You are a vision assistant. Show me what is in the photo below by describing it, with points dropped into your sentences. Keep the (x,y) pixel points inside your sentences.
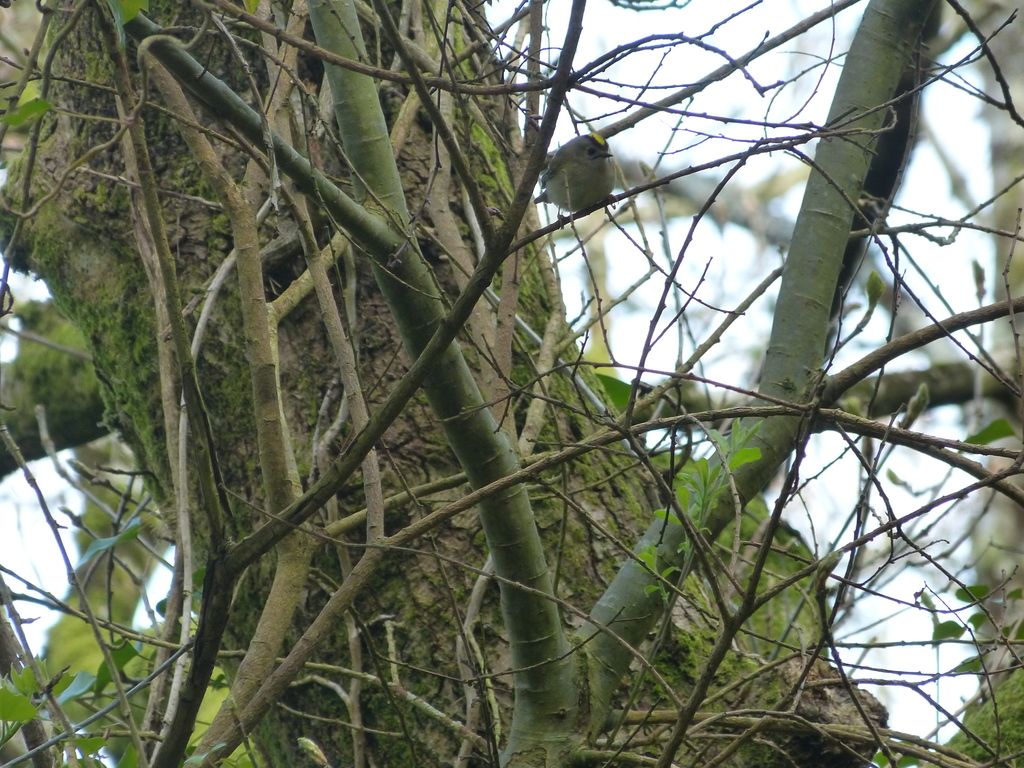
In this image in the front (401,292) there are branches (362,223) of tree (394,356).
